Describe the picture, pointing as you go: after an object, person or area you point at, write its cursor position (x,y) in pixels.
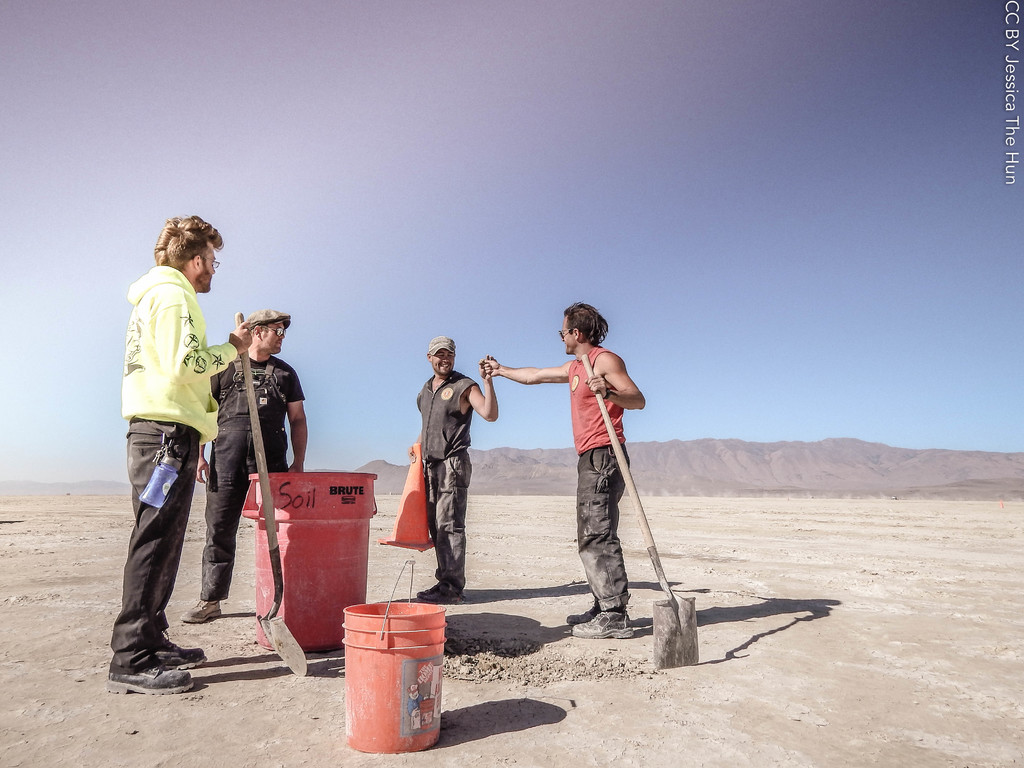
In this image in front there are four people (602,581). There are buckets (369,625), traffic cone cup (404,535) and some other object (279,634). At the bottom of the image (840,655) there is sand (886,653). In the background of the image (860,488) there are mountains (725,446) and sky (590,144).
